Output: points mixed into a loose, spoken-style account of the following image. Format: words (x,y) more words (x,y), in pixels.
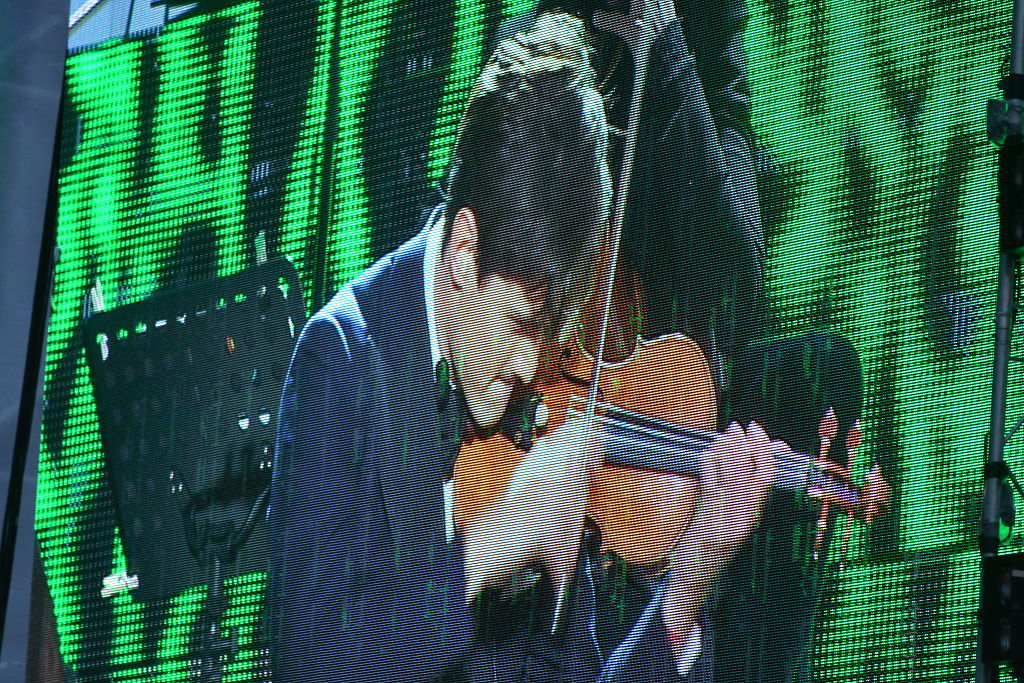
I think this picture was taken from the screen (480,233). This person (415,544) is playing a violin (593,478). I can see a music stand (240,409). Here is another person (689,200) standing.
